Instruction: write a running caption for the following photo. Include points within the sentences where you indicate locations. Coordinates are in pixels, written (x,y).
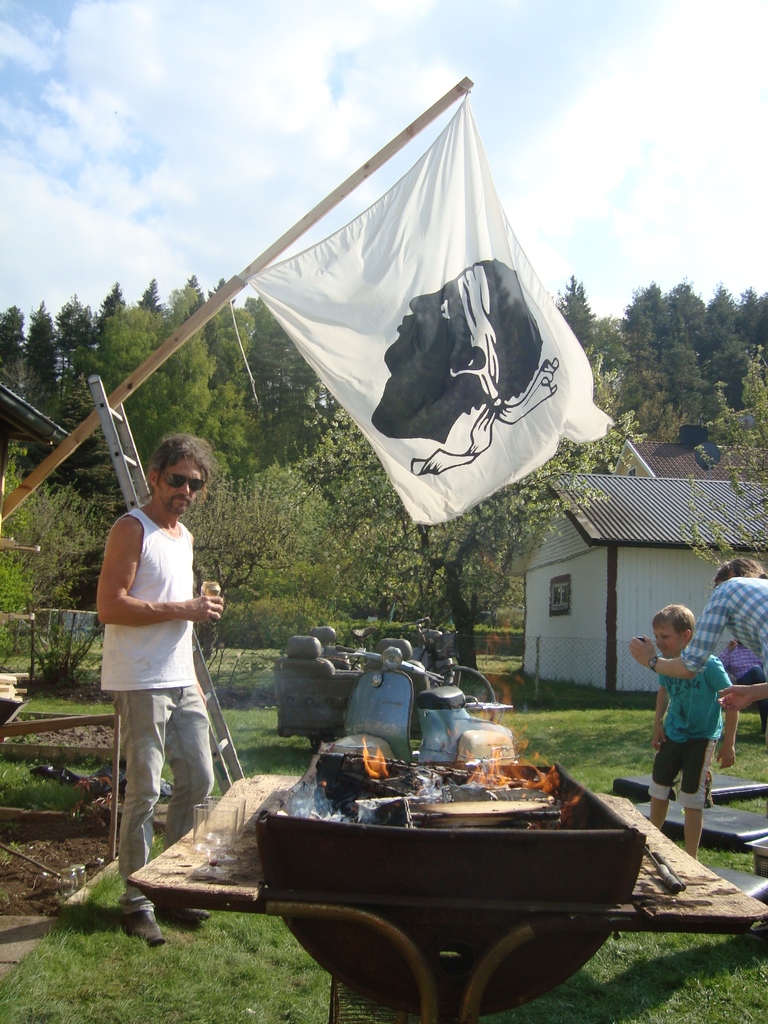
In this image we can see few people (166,584), a person (196,753) is holding a glass (216,589) and a person (645,647) is holding an object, there are few objects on the grass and there is an object (560,871) with fire (513,761), there are glasses (234,825) on the table (241,867), there is a flag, ladder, vehicles (384,656), there are buildings (638,496), trees (301,449) and the sky (567,1) in the background (67,670).
